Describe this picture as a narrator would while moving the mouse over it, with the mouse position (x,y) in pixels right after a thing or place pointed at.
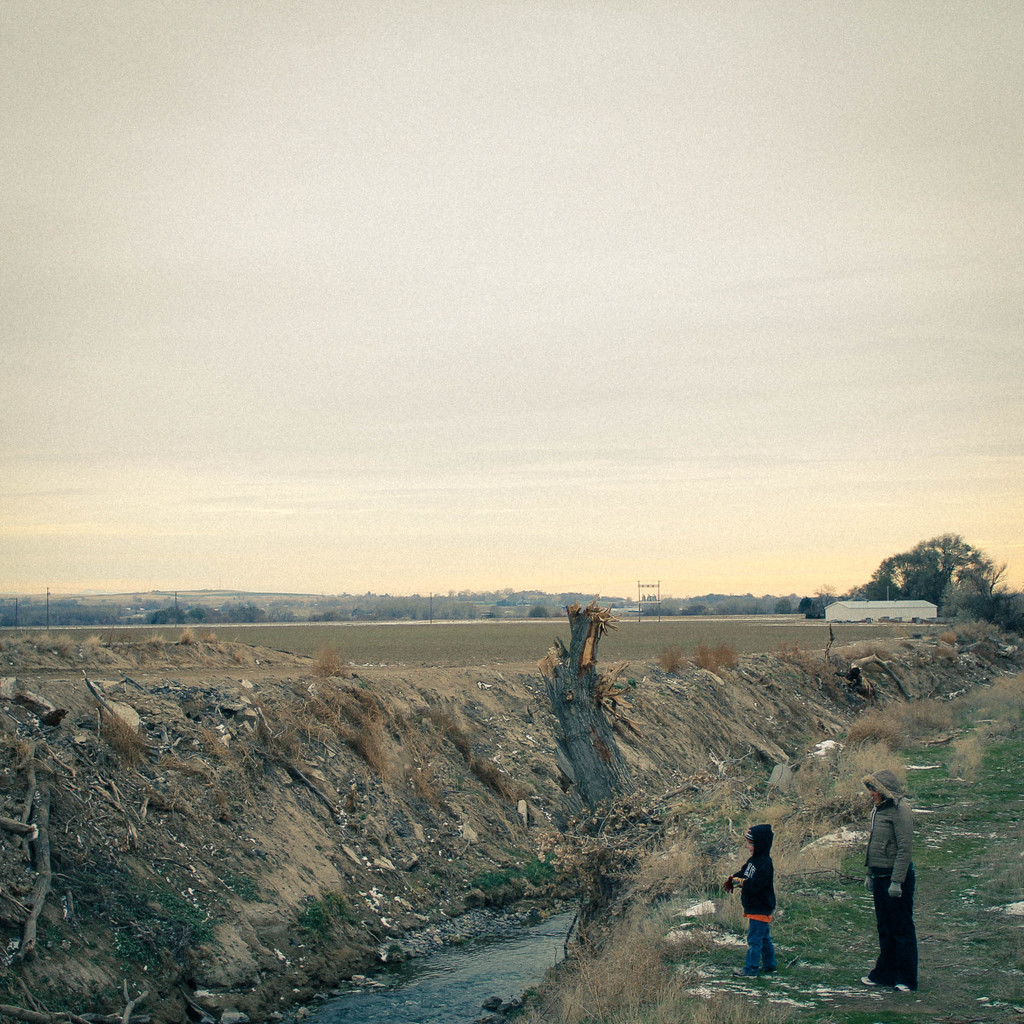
In this image I can see two persons (893,923) standing. The person (893,923) at right (872,879) wearing gray shirt (890,843), black pant (903,905) and the person (752,884) at left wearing black shirt (763,903), blue pant (763,928). I can also see water (405,965), background (928,565) I can see trees (883,563) in green color and sky (430,344) in white color.
